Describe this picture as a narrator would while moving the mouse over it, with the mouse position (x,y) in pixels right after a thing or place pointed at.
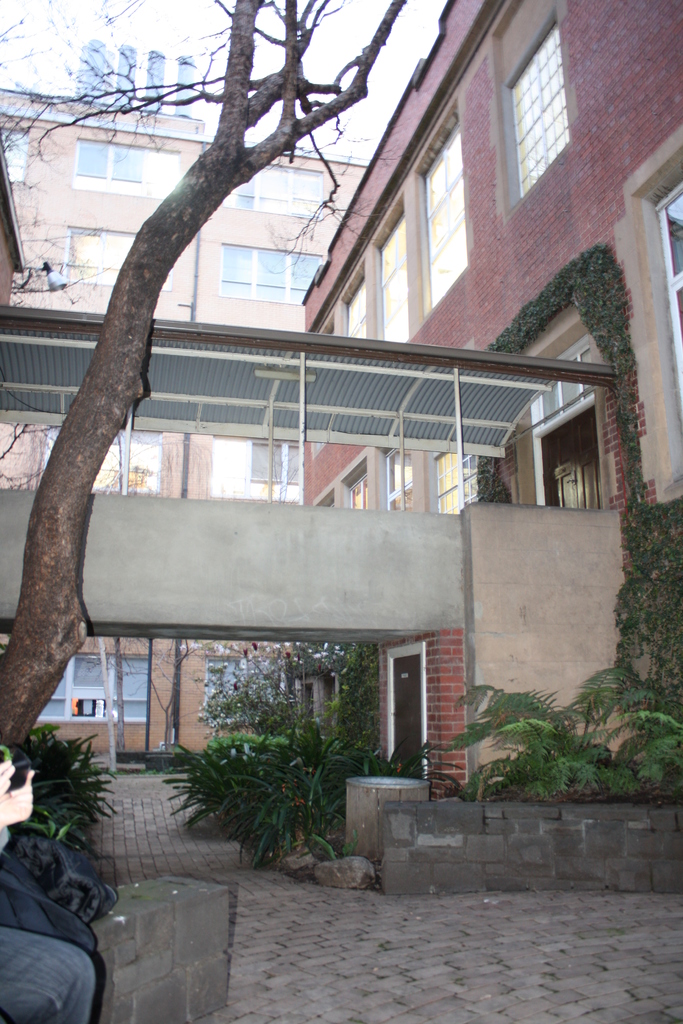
In this picture we can observe some plants (249,774). There is a tree (19,649) on the left side (123,373). We can observe some buildings (373,237). On the left side (22,941) there is a person (18,897) sitting. In the background (348,43) there is a sky (335,69).
